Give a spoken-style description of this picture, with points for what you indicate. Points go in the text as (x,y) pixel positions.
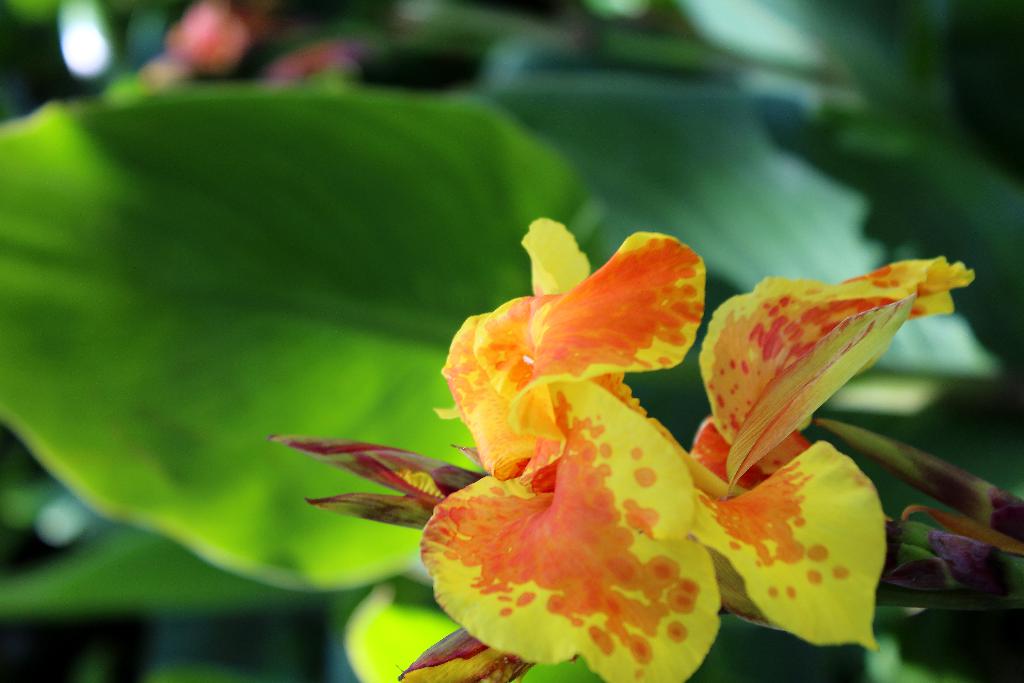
In this picture we can see a flower (657,496) in the front (655,451), in the background (730,212) we can see leaves (641,82).
